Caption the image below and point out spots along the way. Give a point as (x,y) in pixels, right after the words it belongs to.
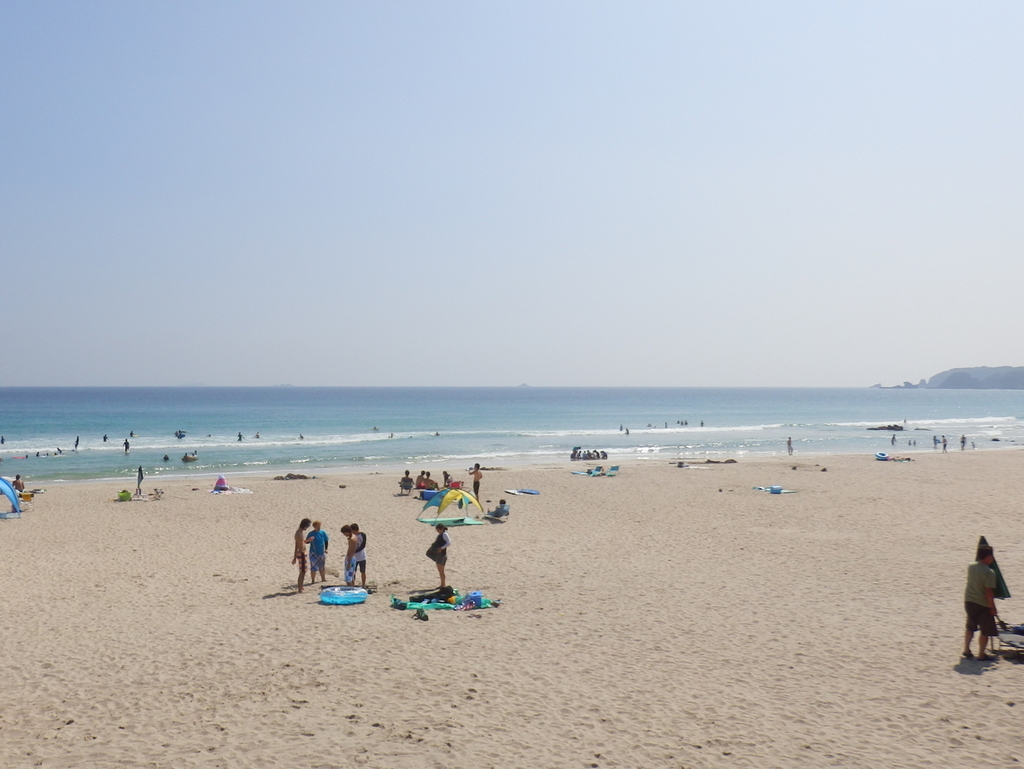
In this image in the center (491,396) there is a beach (313,477) and some persons (587,452) are standing, and also we could see some umbrella (438,502) and some toys (336,597), clothes (428,600). And at the bottom (598,655) there is sand (827,536), at the top of the image (834,171) there is sky (430,331).
